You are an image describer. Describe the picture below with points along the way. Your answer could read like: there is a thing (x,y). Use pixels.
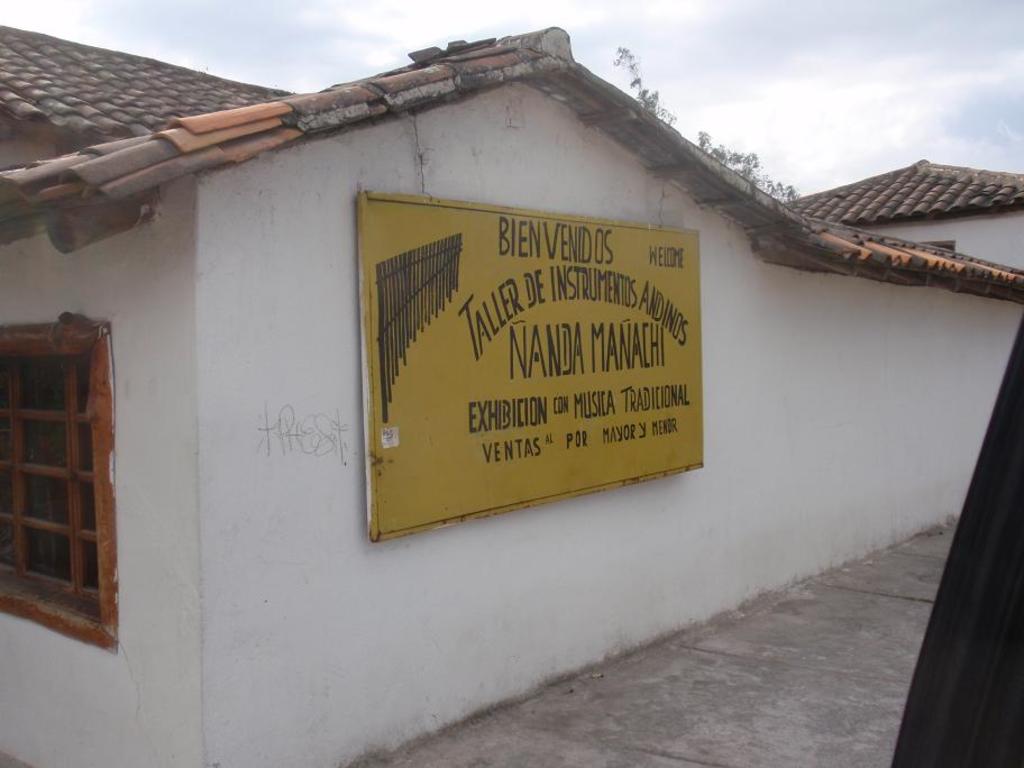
In this image we can see a building (802,236) and a board (563,352) with text (548,435) on the wall (469,554) and a window (91,451) and there is a sky (698,113) with clouds (741,101) in the background (745,39).
